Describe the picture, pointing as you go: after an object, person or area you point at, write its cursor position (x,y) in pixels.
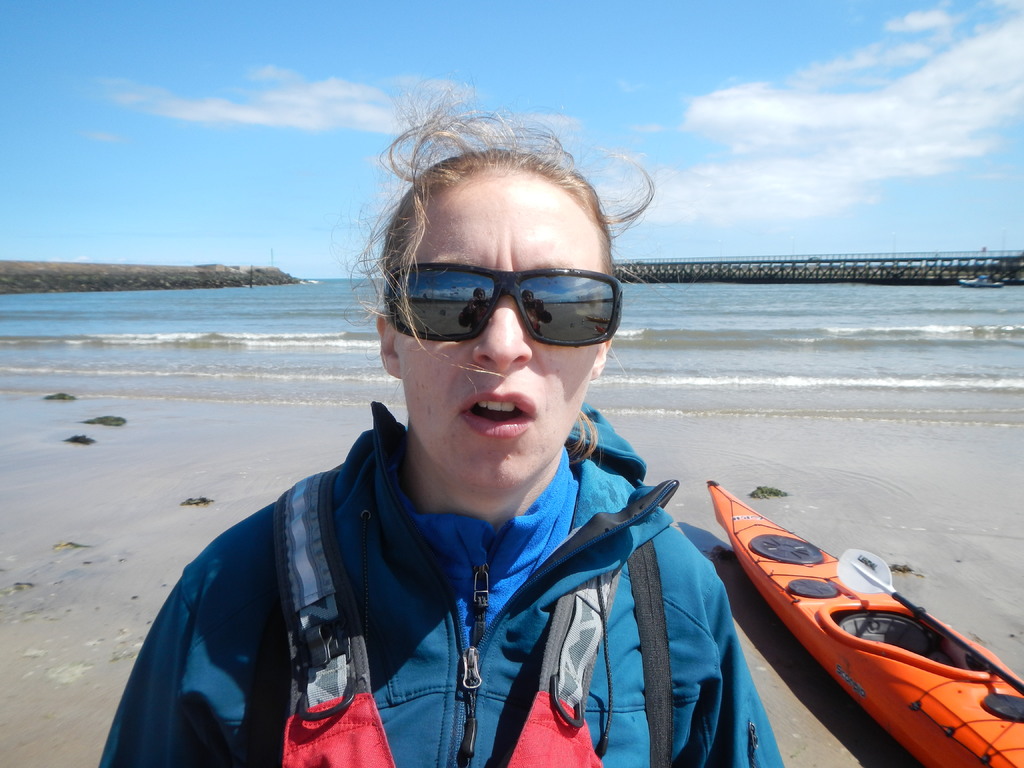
In this image we can see a person (257,685) wearing jacket (452,690), backpack (282,646) and glasses (569,326). Here we can see a person's reflection (542,320) in the glass (544,326). Also, we can see a boat (955,723) with paddles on the sand (986,562), water (784,333), bridge (737,278), hills (81,274) and the sky (568,87) with clouds (748,163) in the background (748,163).
